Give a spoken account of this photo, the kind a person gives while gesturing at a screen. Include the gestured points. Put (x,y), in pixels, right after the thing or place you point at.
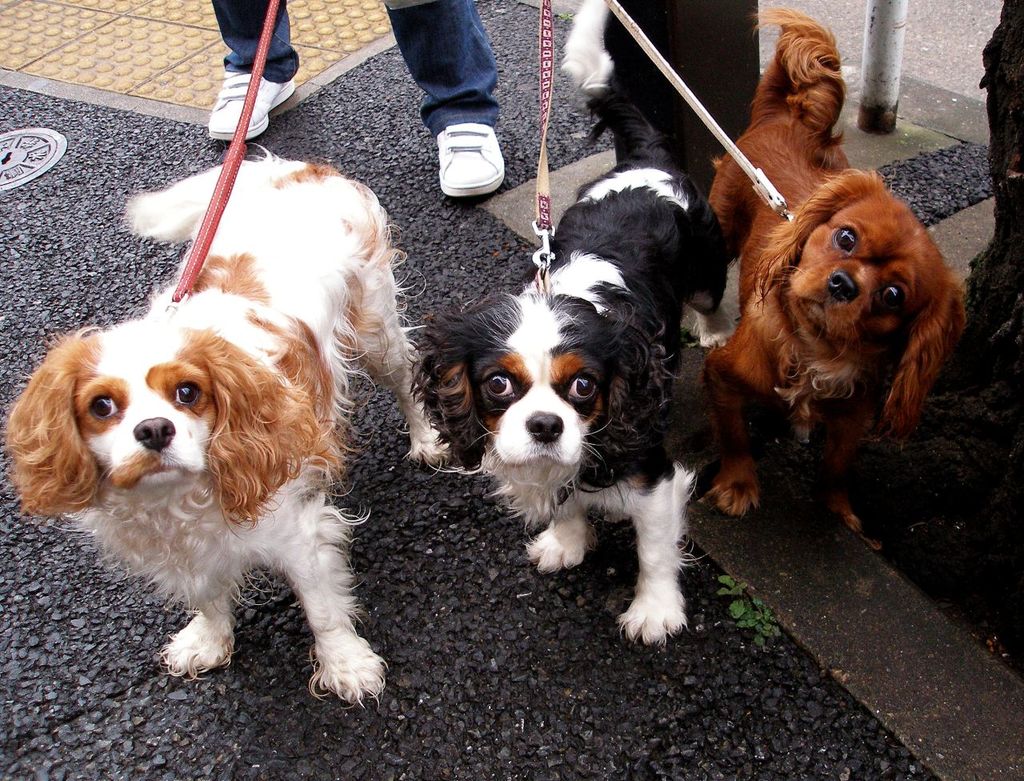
In this image I can see three dogs (251,420) which are white, brown, black and gold in color are standing on the road (502,626) and I can see they are tied with the belts (184,279) which are red and white in color. In the background (518,176) I can see legs (496,177) of a person (274,64) standing, a white colored pole (901,6) and the ground (164,72).
